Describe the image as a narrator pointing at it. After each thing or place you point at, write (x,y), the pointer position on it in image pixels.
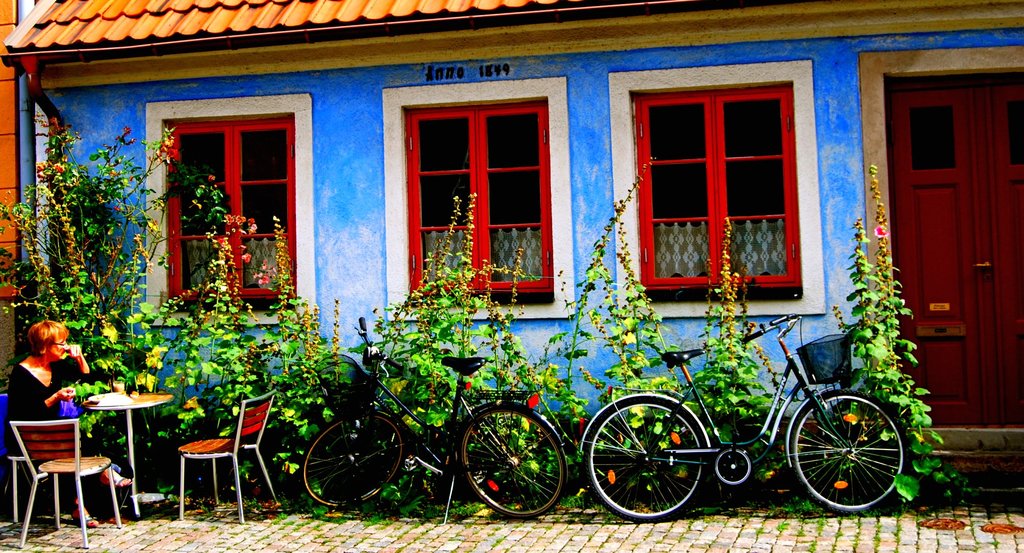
As we can see in the image there is a blue color house (371,195) with orange color roof (277,29) and red color windows (233,152) in front of house (691,234) there are plants (424,318), bicycles (827,427), chairs (53,454) and table (128,398). On the left side (23,383) there is a woman (53,343) sitting on chair (7,416). On table (97,405) there are glasses (119,386).
